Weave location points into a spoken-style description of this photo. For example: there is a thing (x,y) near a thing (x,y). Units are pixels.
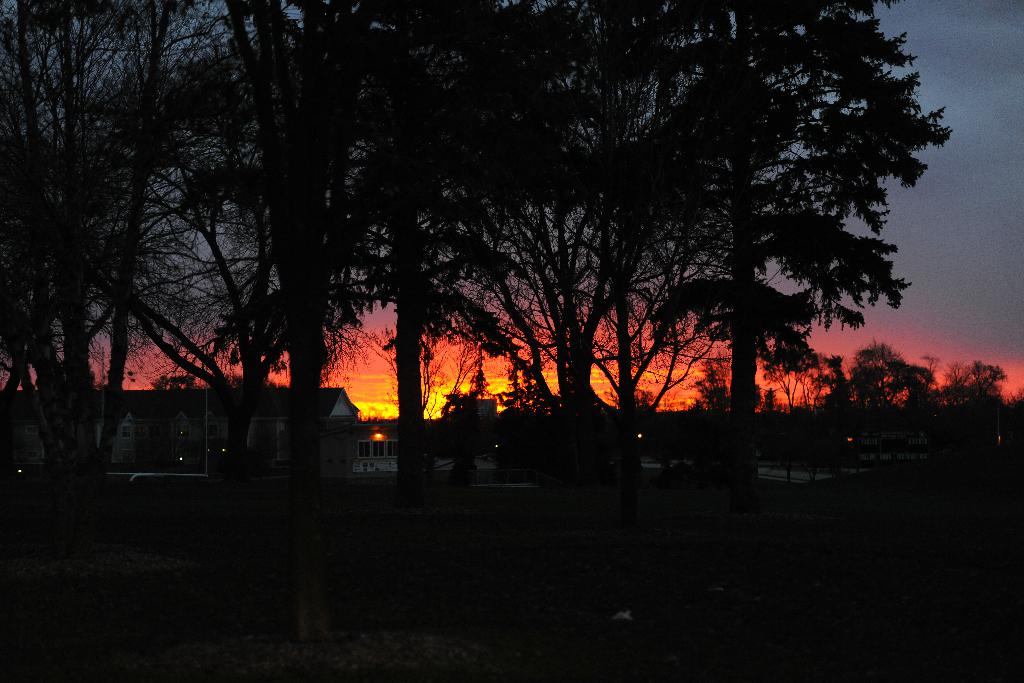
As we can see in the image there are trees (690,185), houses (344,426) and sky (969,163). The image is little dark.
